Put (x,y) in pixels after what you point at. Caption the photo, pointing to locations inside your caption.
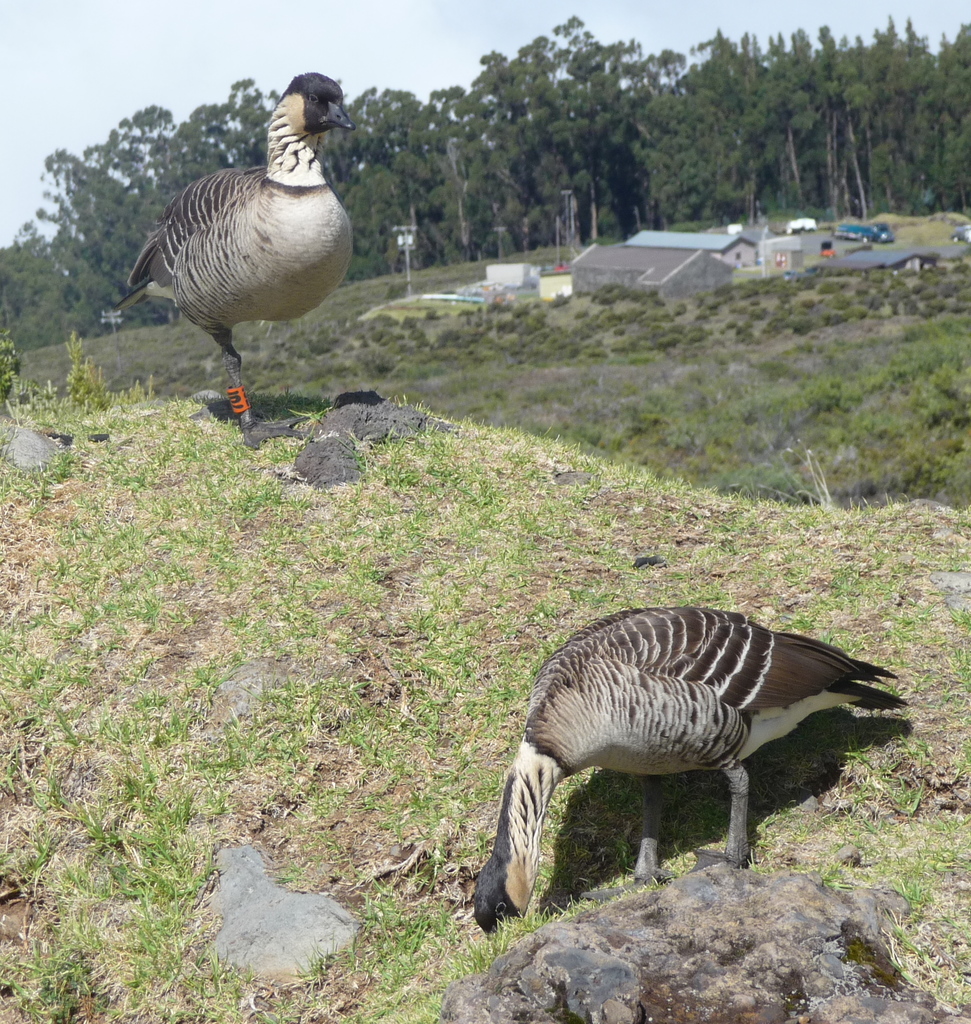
This image is taken outdoors. At the top of the image (60,69) there is the sky (82,34) with clouds (391,19). At the bottom of the image (307,1001) there is a ground (282,876) with grass (253,596) on it and there are a few stones (314,438) on it. In the background (62,235) there are many trees (658,148) and plants (827,212) on the ground (844,218). There are a few houses (732,244). A few vehicles (844,231) are parked on the ground (911,218). There is a pole (402,241) and there are many plants (499,335) on the ground (463,271). In the middle of the image (630,680) there are two ducks (258,313) on the ground (620,789).
